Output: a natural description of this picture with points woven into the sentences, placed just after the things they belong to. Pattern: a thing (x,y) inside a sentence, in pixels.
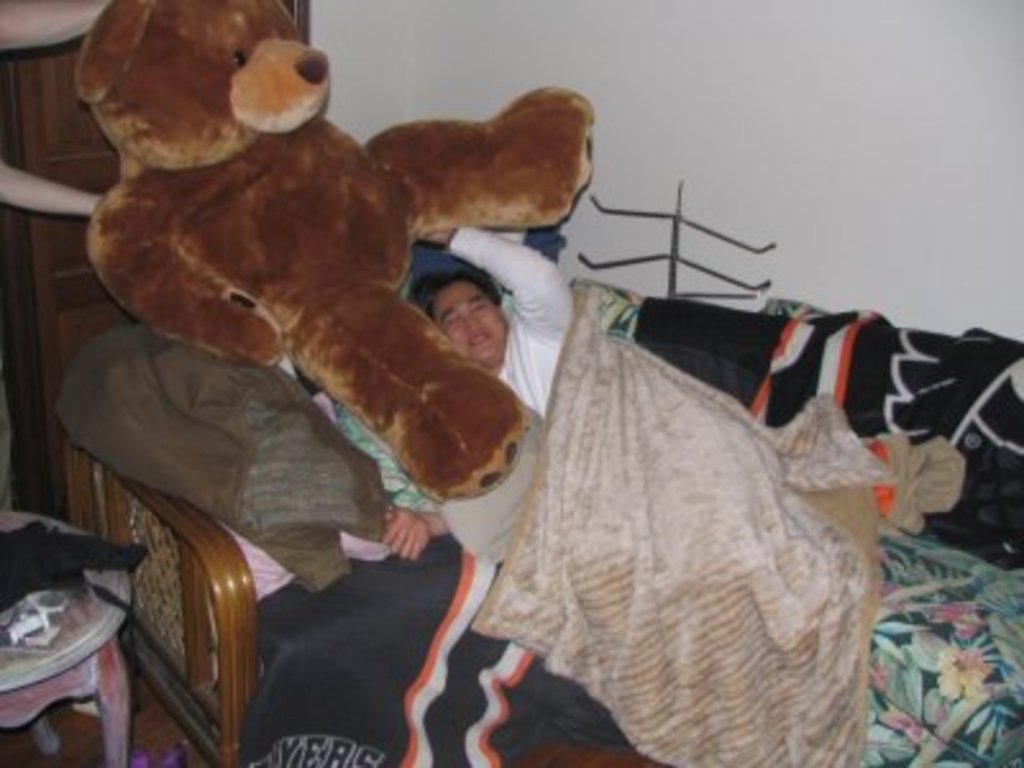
In this image we can see a person (518,480) sleeping on the bed (381,571) wearing a blanket (529,550). There is a teddy bear (508,454) beside him. On the left side (7,584) we can see a table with some clothes (3,572) and a cupboard (61,353).
